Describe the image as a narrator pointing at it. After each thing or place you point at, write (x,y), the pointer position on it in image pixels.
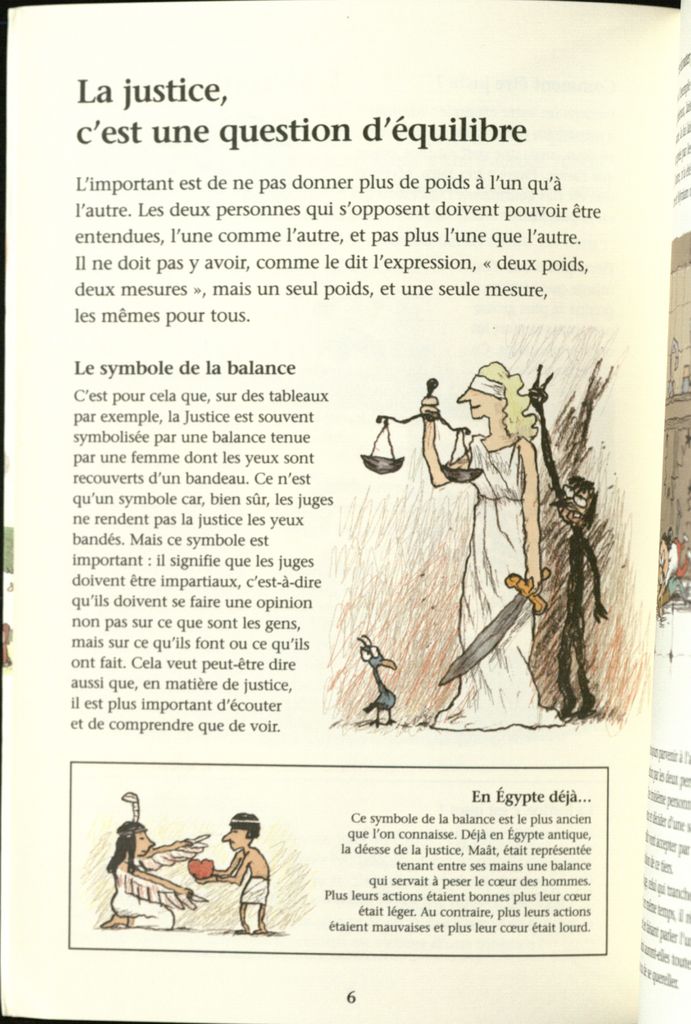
In this picture we can see a paper (457,178), there are pictures of persons (480,568) and some text (197,536) on the paper (359,521), a person (490,534) on the right side (509,571) is holding a sword (507,575) and a balance (393,470).
